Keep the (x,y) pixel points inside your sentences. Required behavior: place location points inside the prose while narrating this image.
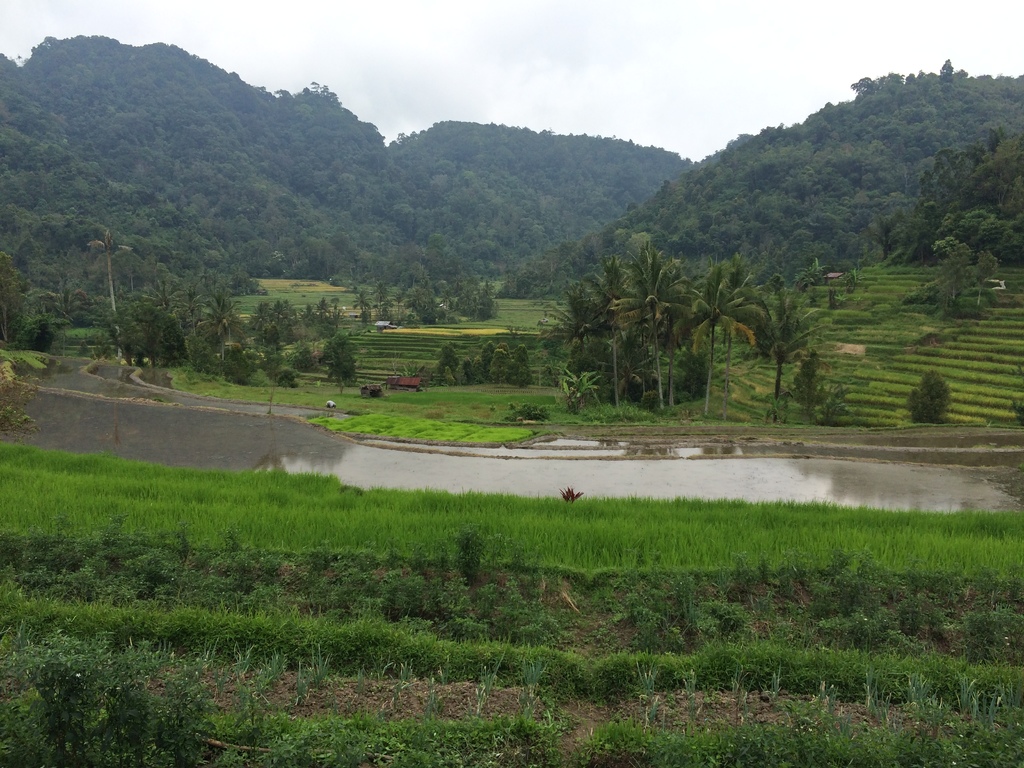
In the center of the image (667,294) we can see trees (647,323), shed (380,389), house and some plants (858,297). In the middle of the image (665,474) we can see road (366,439), water (686,481). At the bottom of the image (527,640) some plants (416,587) are there. At the top of the image (461,75) there is a sky (469,44). In the background of the image (56,209) hills (597,221) are there.
